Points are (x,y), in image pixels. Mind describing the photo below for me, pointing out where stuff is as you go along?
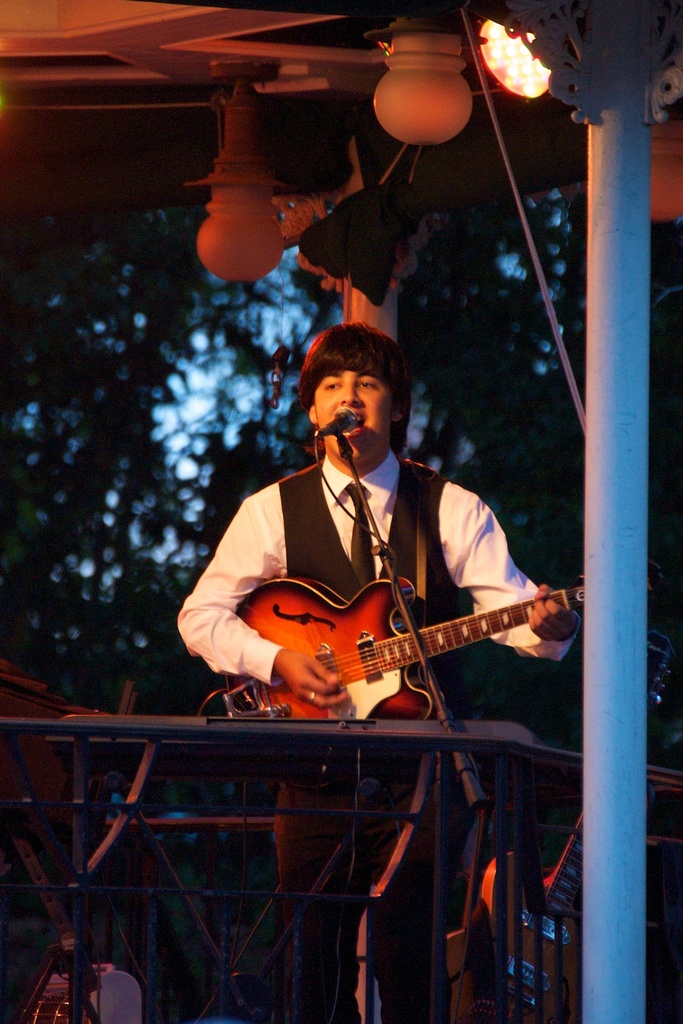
A man (347,403) is playing the guitar (314,712) there is a microphone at here and a light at the top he wear a white color shirt (215,636) and black color jacket (339,540).
